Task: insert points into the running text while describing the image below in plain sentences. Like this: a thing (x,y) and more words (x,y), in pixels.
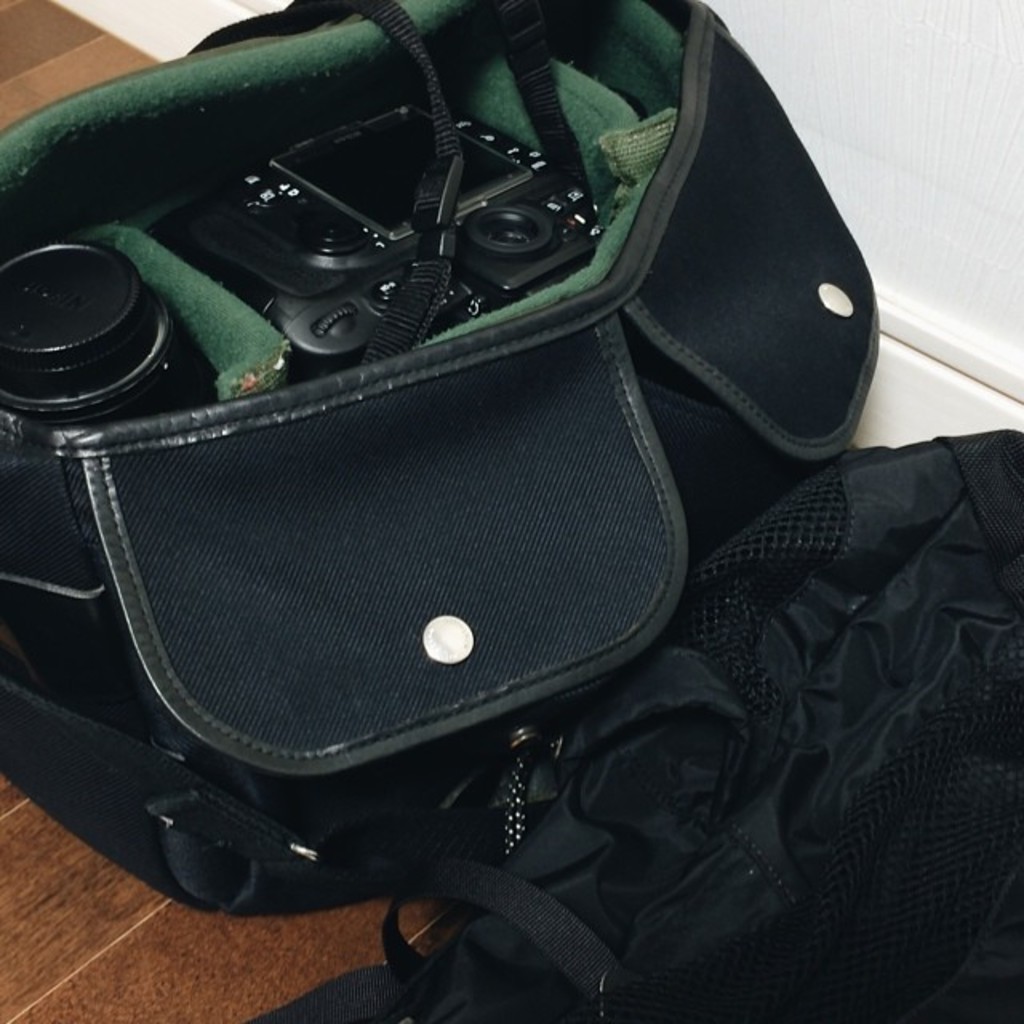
Here in this picture we can see black colored bags (335,601) present on the floor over there and in that we can see camera (296,294) and lens (127,322) present over there.
